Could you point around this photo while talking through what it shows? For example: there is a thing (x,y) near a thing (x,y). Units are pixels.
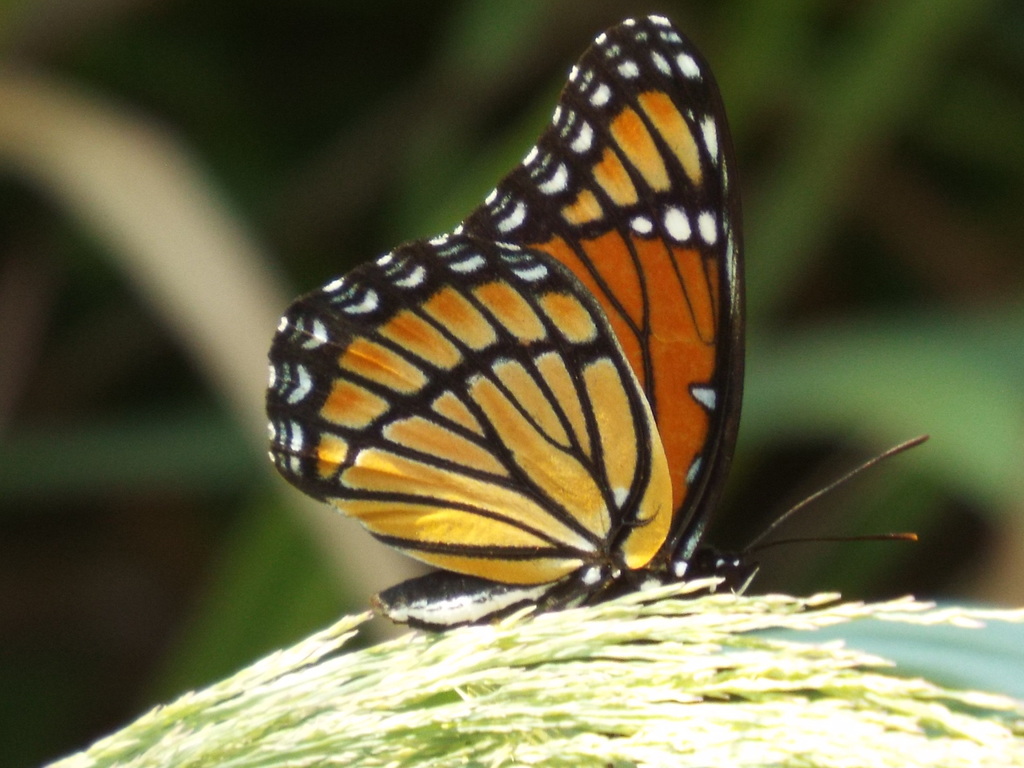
In this picture we can see a butterfly (589,360), at the bottom (661,700) there are some leaves (552,685), we can see a blurry background (812,160).
